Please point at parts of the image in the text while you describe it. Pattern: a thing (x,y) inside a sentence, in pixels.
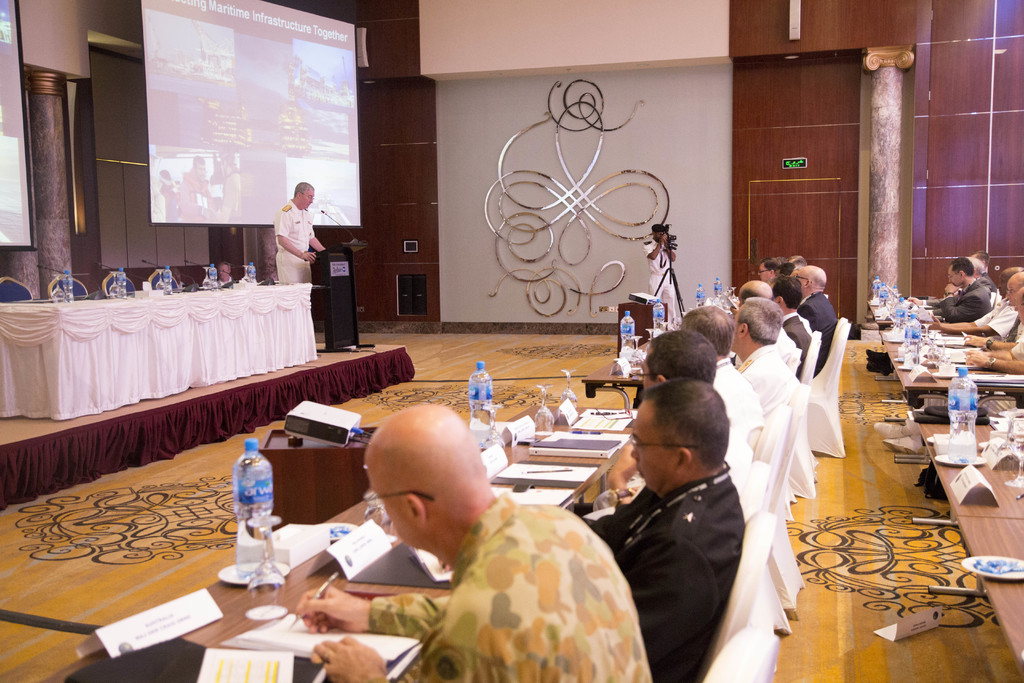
As we can see in the image, there are few people (680,421) sitting on chairs (806,409) and listening to the person (298,215) who is standing over here. Behind this person (298,229) there is a screen (279,141) and beside this person (295,268) there is a table (177,317) and in front of these persons (548,677) there are few tables (510,462). On tables (946,445) there are bottles (952,394), books (592,441), pens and the wall (466,123) over here is white in color and the floor (508,339) is in cream color.
